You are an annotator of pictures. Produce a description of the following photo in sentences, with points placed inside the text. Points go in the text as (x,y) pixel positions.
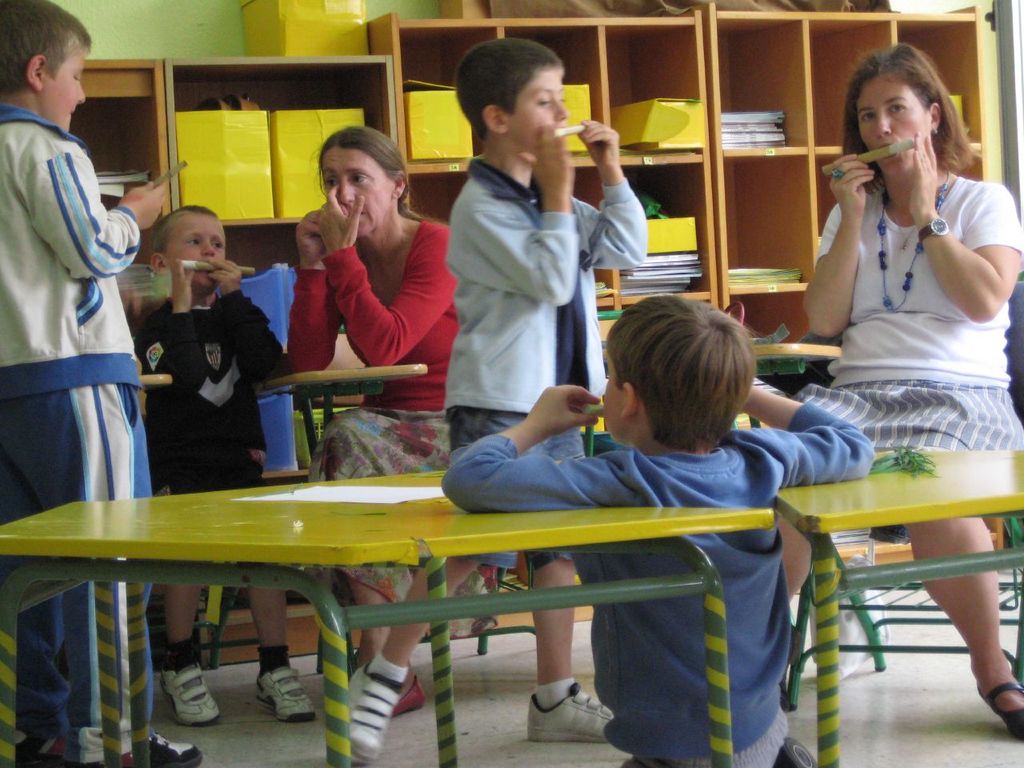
In this picture there are women (827,300) sitting in the bench (818,352) in front of a table (363,384). There are children (72,266) playing a flute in this room (400,382). In the background (665,198), there is cup board (703,181) and some books (740,143) which were placed in them.
